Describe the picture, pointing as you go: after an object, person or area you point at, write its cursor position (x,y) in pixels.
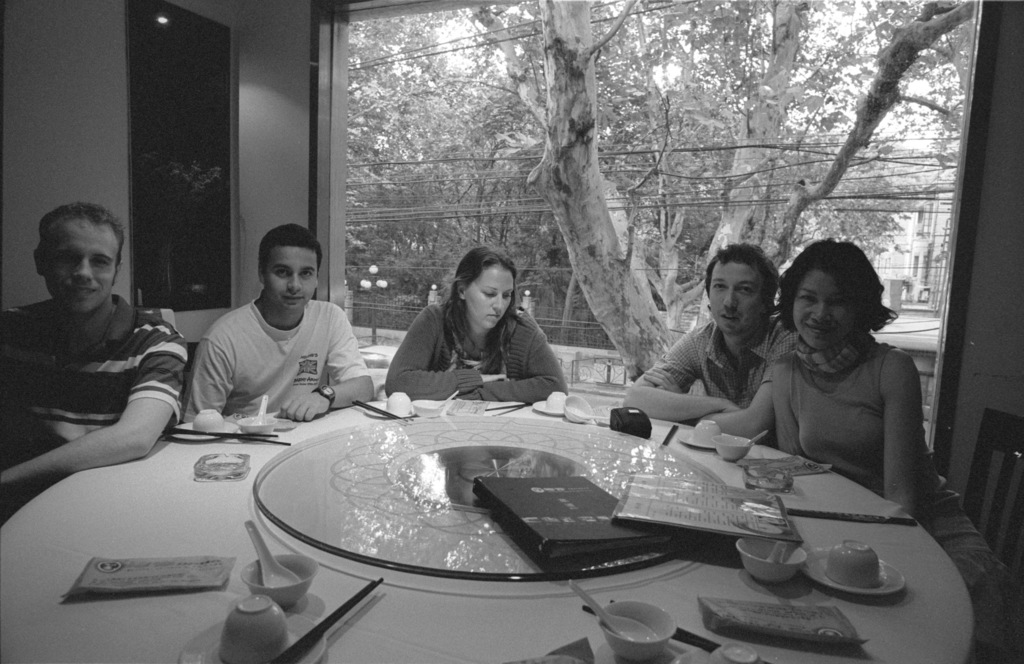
In this picture we can see five people (712,293) sitting on chairs (190,357) and in front of them there is table (196,541) and on table (238,590) we can see bowls (253,566), spoon (270,565), cup (256,637), saucer (300,626), chopstick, menu card (641,494), book (574,515) and in background (464,136) we can see trees (583,231), wires (435,163), building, poster (200,136).
